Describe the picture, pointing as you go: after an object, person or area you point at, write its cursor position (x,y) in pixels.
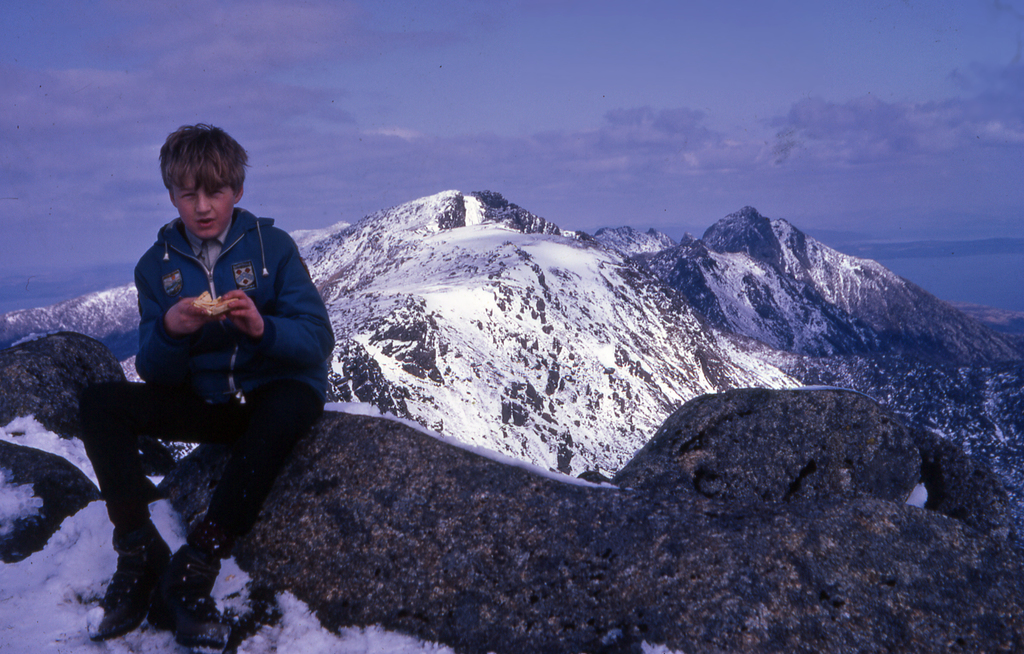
In this image we can see a person (296,395) sitting on the rock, there are some mountains (560,261), snow (539,238) and the water (982,277), in the background (627,159) we can see the sky (686,193) with clouds (612,155).
